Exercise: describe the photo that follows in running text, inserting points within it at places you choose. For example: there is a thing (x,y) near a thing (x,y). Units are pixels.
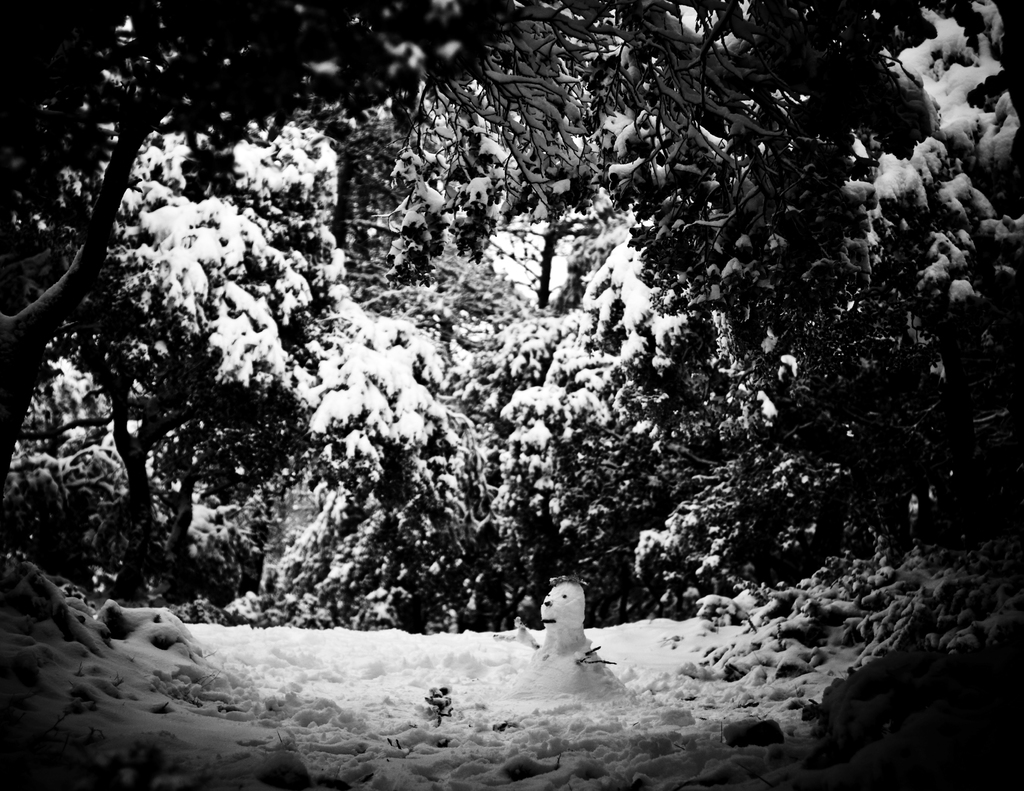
In this image I can see ground (346,686) full of snow (434,661) and on it I can see a snowman (569,603). I can also see number of trees (629,404) and on it I can see snow (280,165). I can see this image is black and white in colour.
